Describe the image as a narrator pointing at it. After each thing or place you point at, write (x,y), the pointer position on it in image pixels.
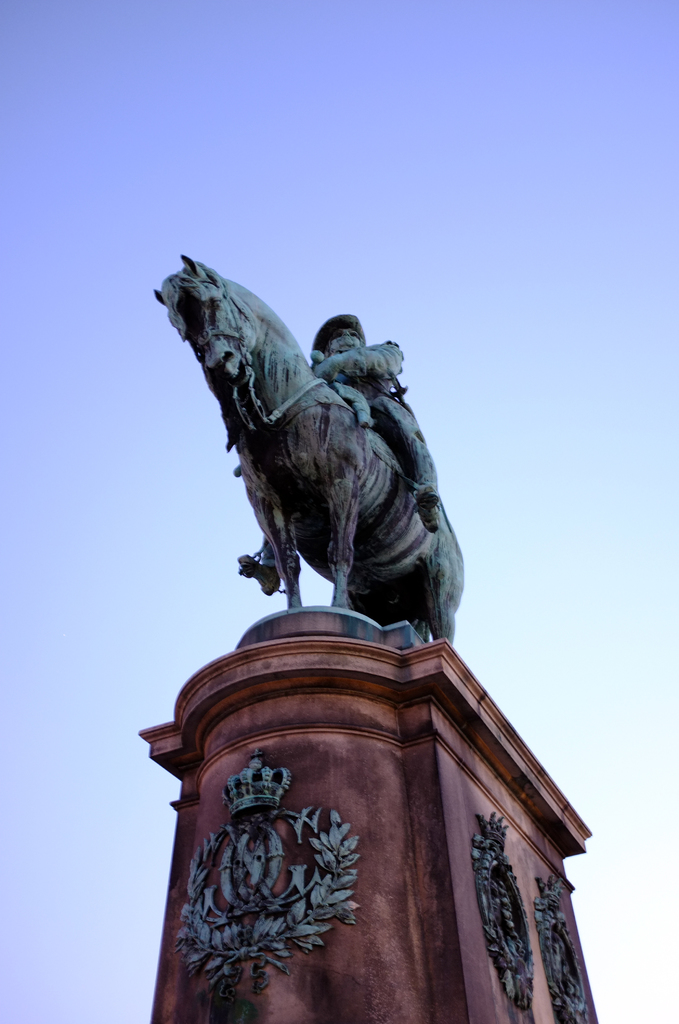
In this image we can see a statue (363,603), pedestal (369,833) and sky (191,566) in the background (224,636).
